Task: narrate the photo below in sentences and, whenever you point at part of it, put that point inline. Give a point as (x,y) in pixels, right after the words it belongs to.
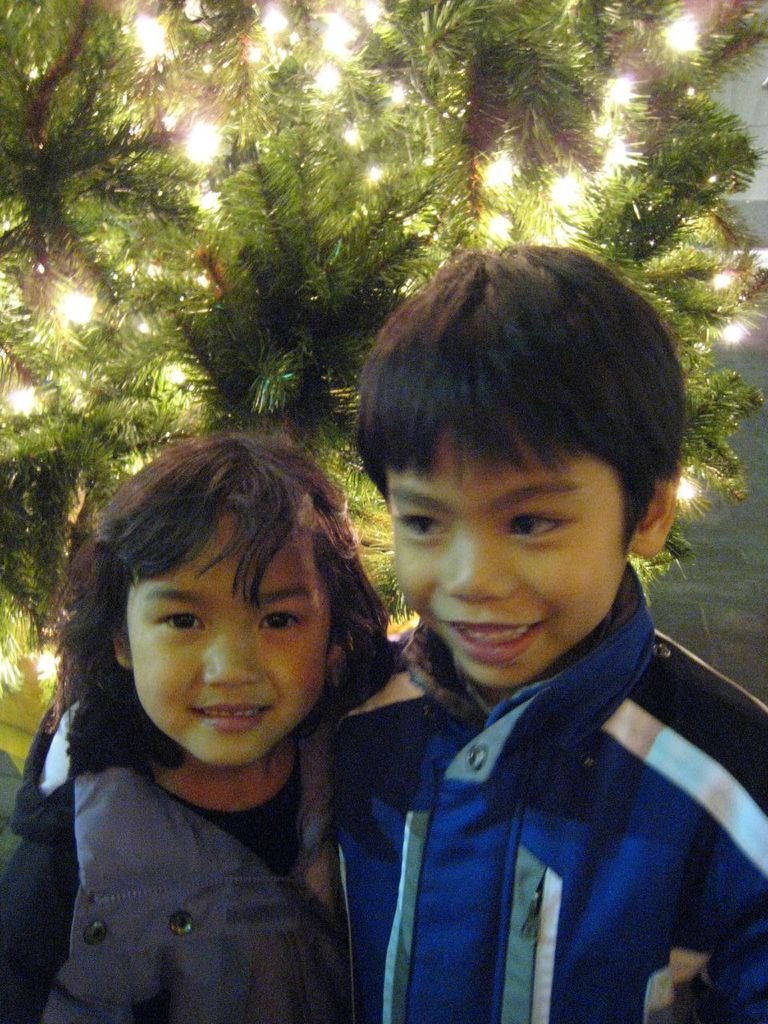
In this image I can see two people (445,760) are wearing different color dresses (25,1017). I can see the christmas tree (394,138) and few lights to it.
